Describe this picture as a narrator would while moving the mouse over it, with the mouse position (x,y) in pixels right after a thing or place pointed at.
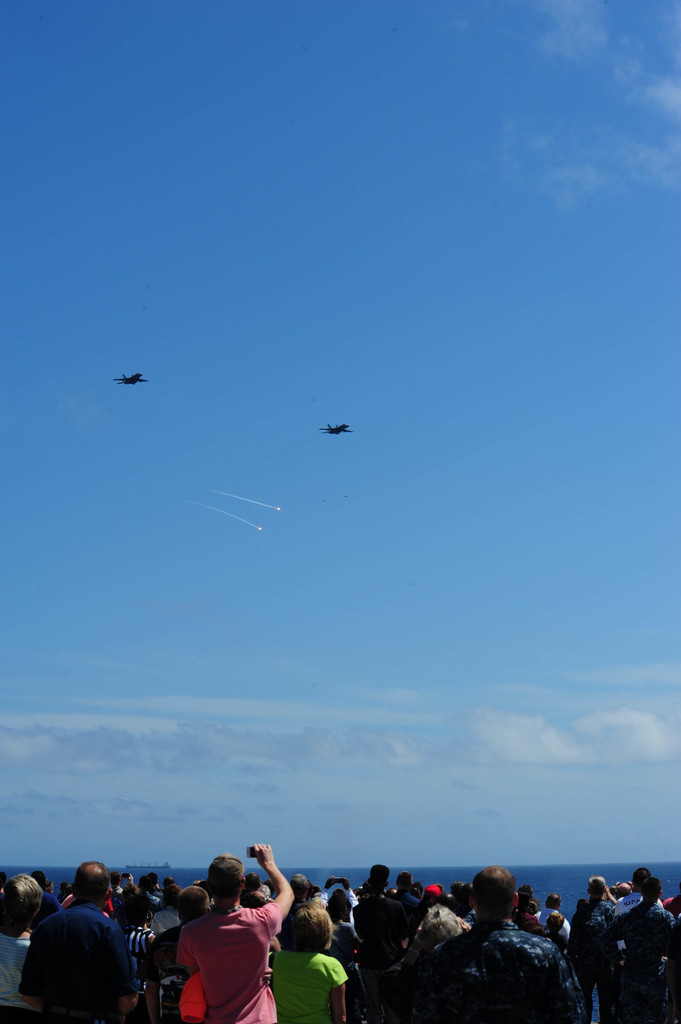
In this picture we can see some planes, rockets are in the air (197,501), down some people (382,941) are standing and watching.
